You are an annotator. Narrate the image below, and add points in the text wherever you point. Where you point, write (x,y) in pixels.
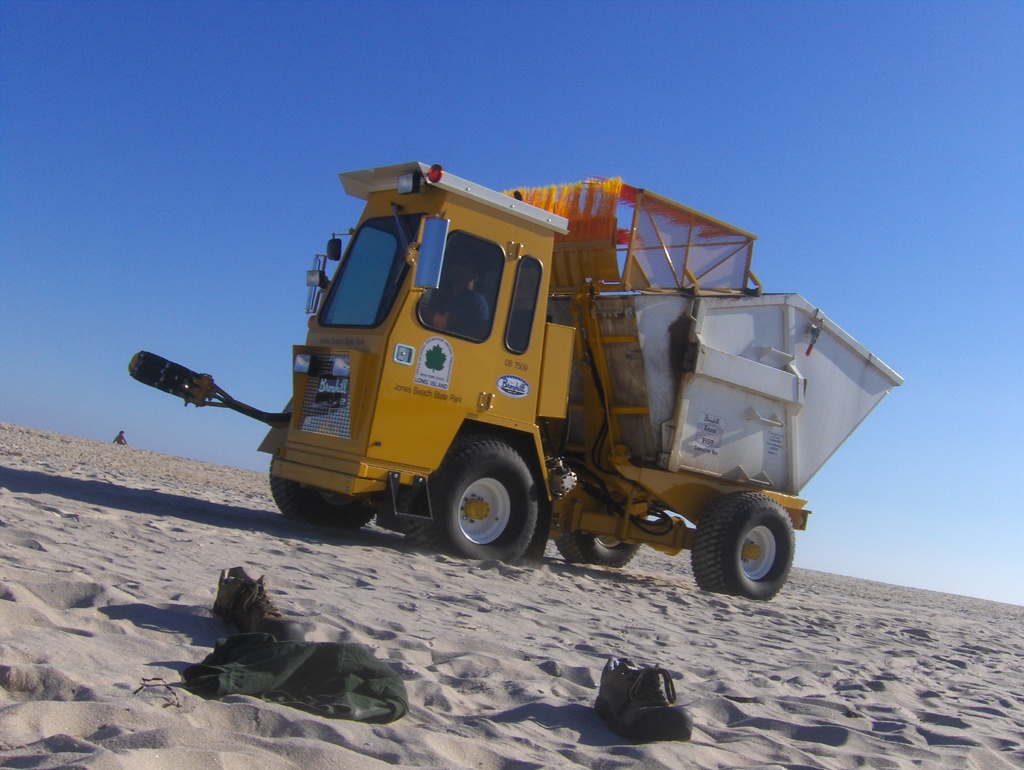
In this image we can see a truck (534,440) on the sand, there is a window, there are wheels (478,455), there are head lights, there is a mirror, there are shoes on the sand (554,606), there is a sky (266,219).
